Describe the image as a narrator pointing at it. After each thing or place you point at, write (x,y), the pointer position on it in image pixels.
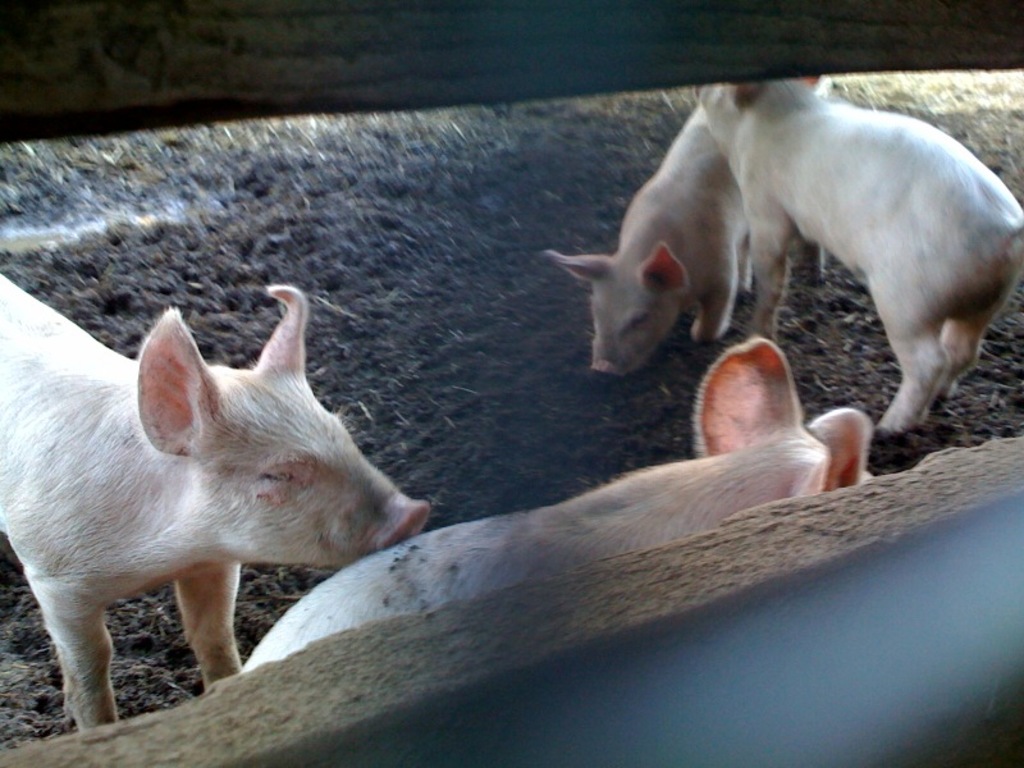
Here we can see four pigs (41,498) standing on the ground (436,481) and this is a fence (156,63).
